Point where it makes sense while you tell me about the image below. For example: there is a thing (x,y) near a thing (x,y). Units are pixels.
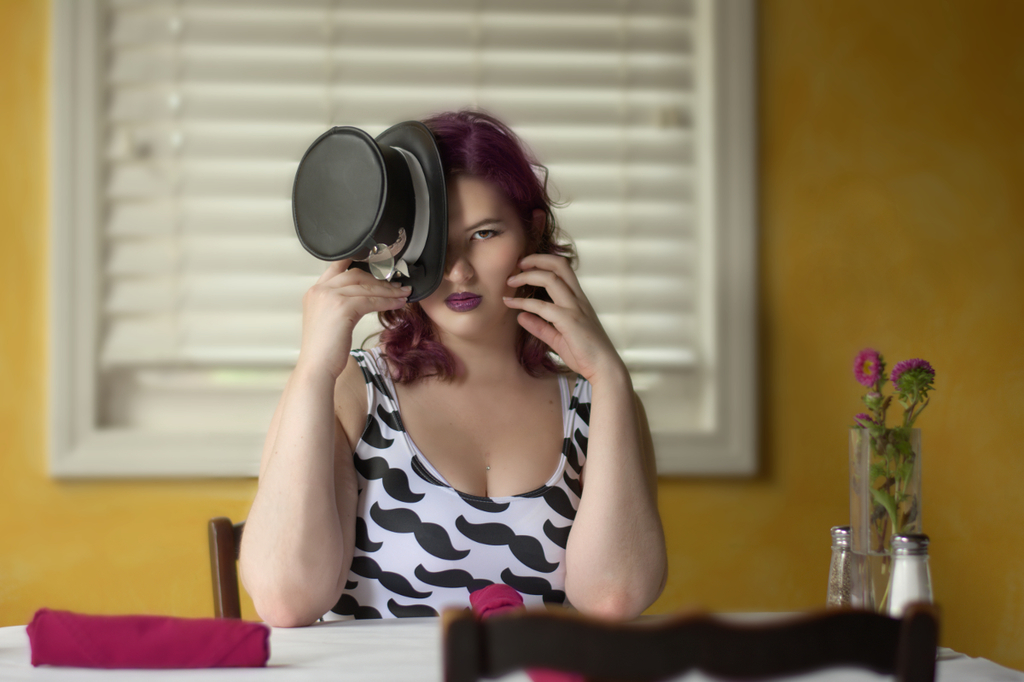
In this image we can see a lady (454,540) sitting. She is holding a hat (371,245), before her there is a table (266,674) and we can see napkins (136,629), sprinklers (897,611) and a flower vase (907,526) placed on the table (346,629). In the background (929,525) there is a wall (835,220) and a window (566,200).
